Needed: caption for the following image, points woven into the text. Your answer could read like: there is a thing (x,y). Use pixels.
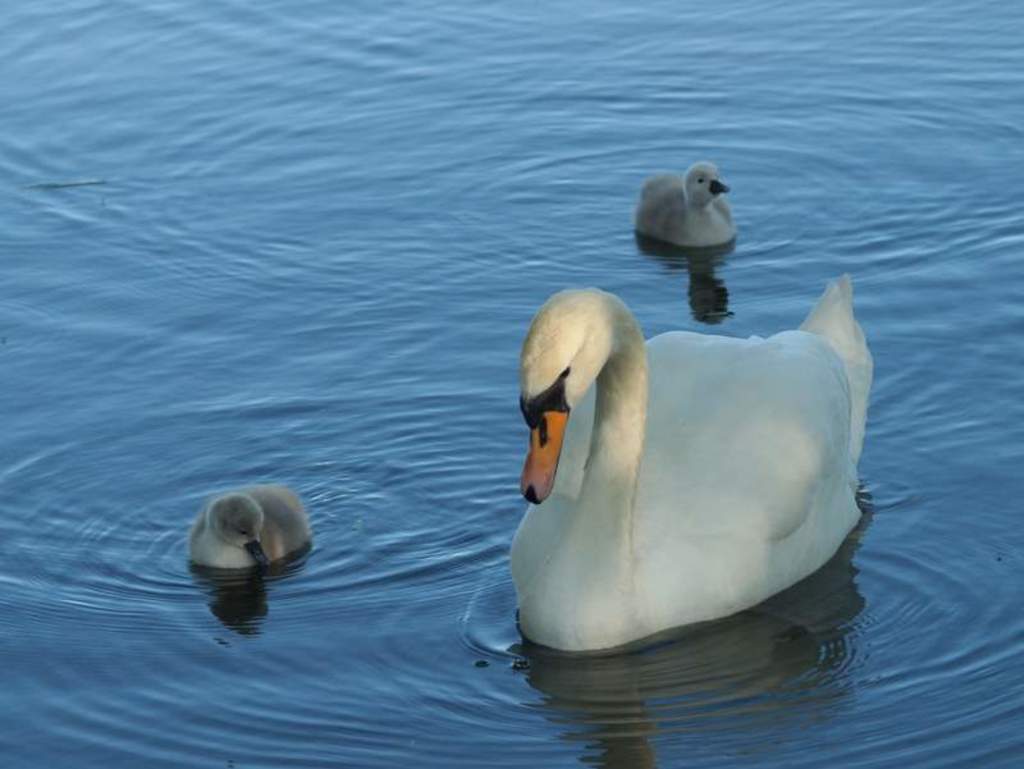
Above the water (225,216) there is a swan (681,437) and cygnets (702,237).
